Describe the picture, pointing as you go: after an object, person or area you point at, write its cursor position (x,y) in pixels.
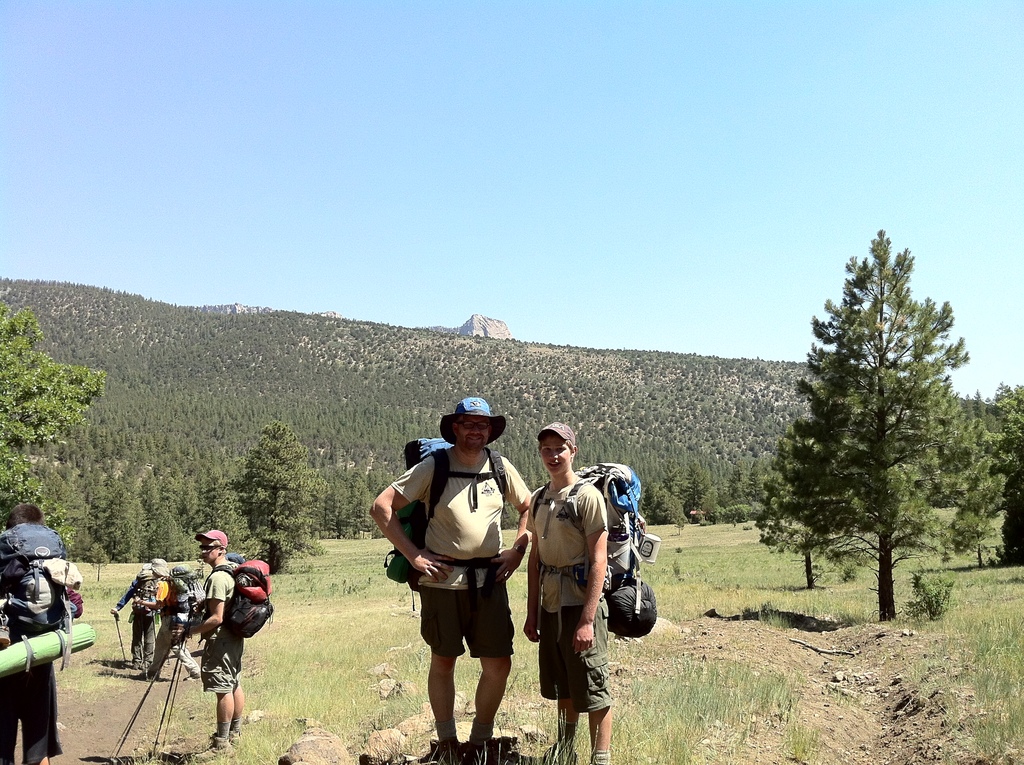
In the image there are group of people (536,624). In middle (547,497) there are two people (529,495) man (481,495) and boy (552,497) who are standing and on left side (216,583) there is a man (227,566) who is wearing his goggles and holding something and there is another man (174,620) who is walking. From left to right there are some trees (702,453) and stones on bottom (730,630) there is a grass (733,666) with some stones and sky (714,203) is on top (735,222).
